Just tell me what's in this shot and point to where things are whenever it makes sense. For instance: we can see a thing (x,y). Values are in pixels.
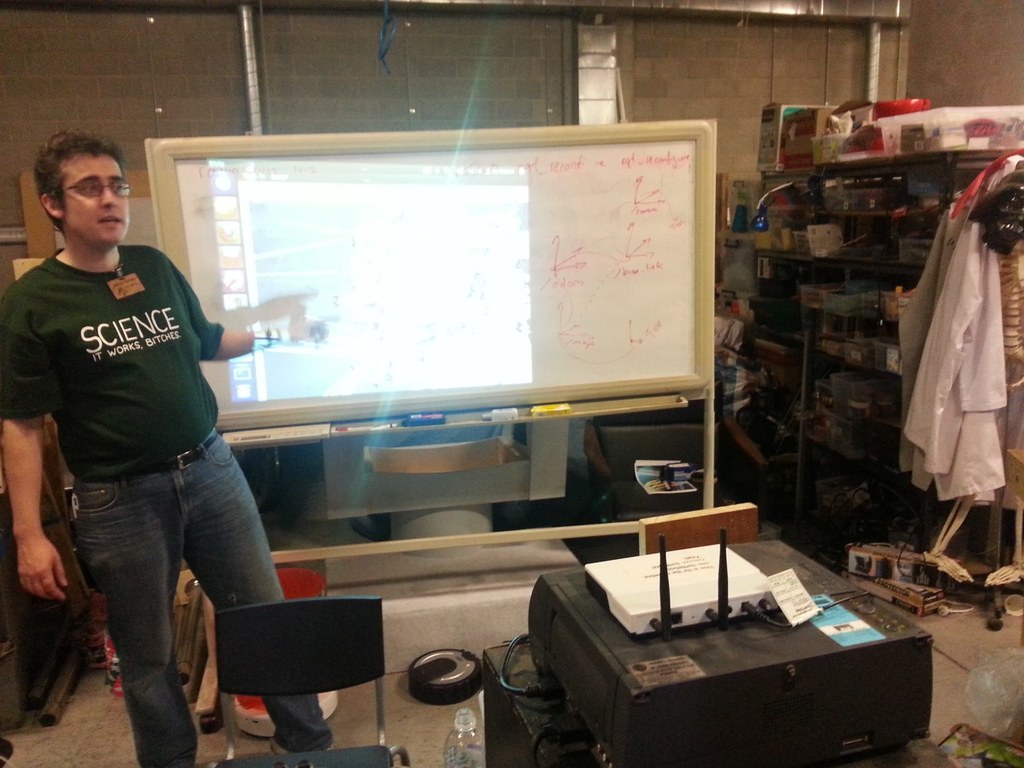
In this picture we can see a projector (703,653), router (712,604) and a man (110,323) standing in front of projector screen (530,261) and shows something and we can see chair (243,686) bottle (464,746) in front of him and some other objects (730,318).
